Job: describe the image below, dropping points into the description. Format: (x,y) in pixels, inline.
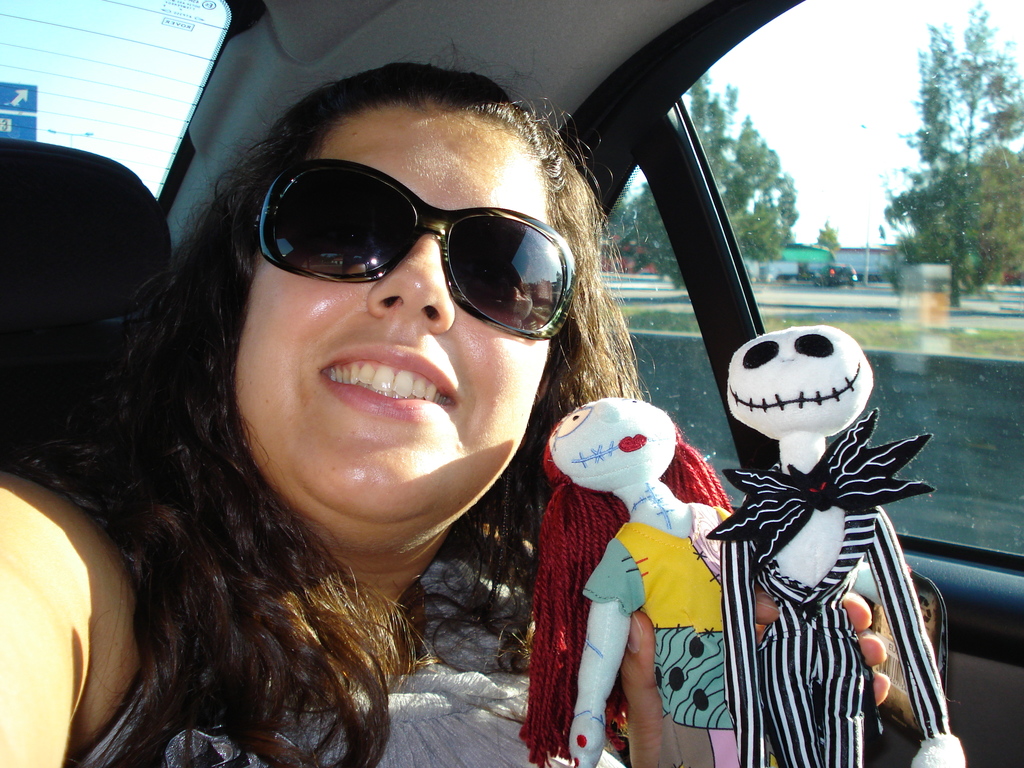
In this image there is a lady (400,367) sitting in the car (741,310) with a smile on her face (267,437) and she is holding toys (757,581) in her hand (637,659). From the window (863,325) of the car (710,215) we can see the outside view of trees (835,235), buildings (800,252), a vehicle (834,286) parked on the road (828,293). In the background (816,101) there is the sky (801,101).
